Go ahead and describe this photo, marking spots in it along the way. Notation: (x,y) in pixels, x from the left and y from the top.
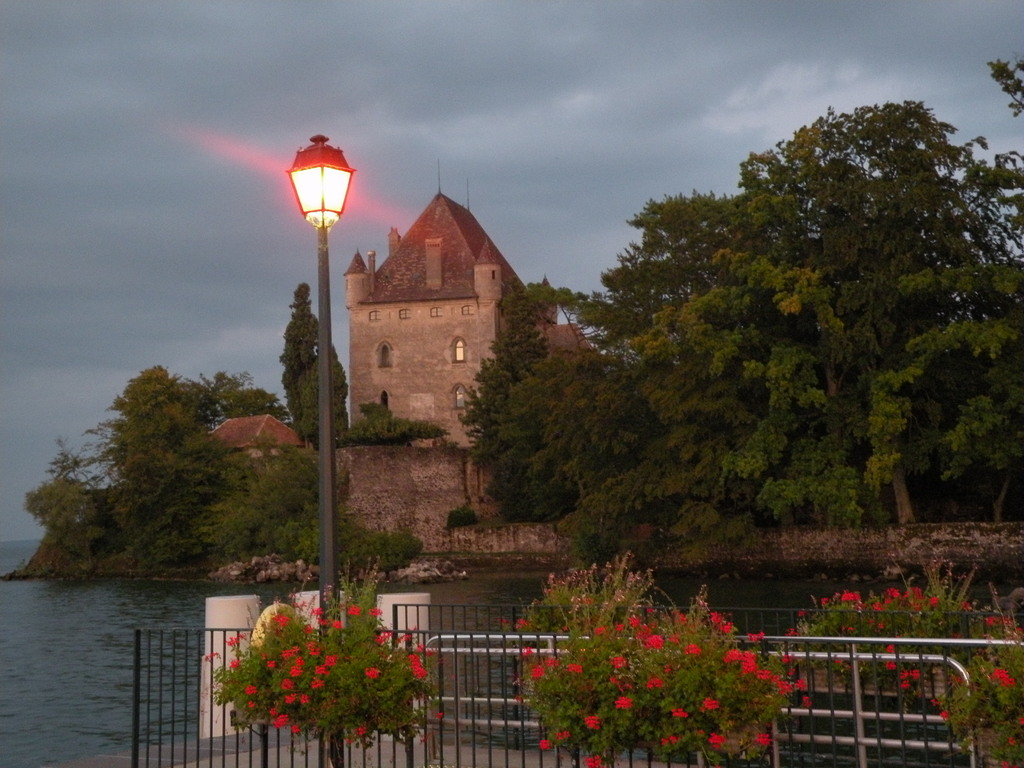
In the foreground of the picture (577,706) there are plants (269,658), flowers (333,658), railing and a lamp (329,152). In the center of the picture (564,459) there are trees (202,477), building (435,266), wall (931,528) and stones (444,564). On the left (183,620) there is a water body (165,606). Sky (139,239) is cloudy.
